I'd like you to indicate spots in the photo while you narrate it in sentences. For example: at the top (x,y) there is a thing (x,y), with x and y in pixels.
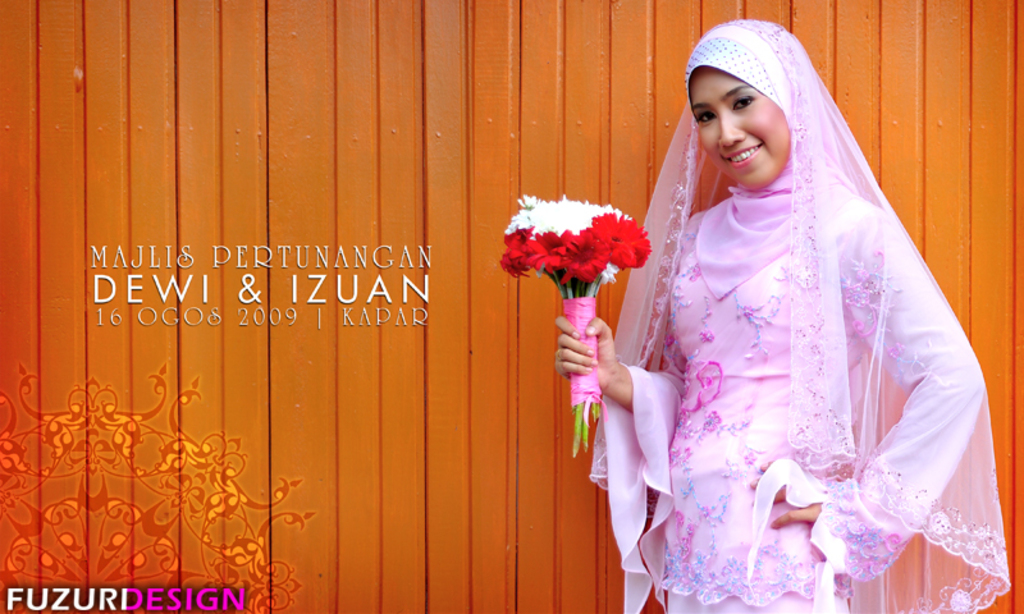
In this image I can see a woman (766,212) wearing a pink color skirt (681,446) and she is smiling and she holding a bunch of flowers (617,230) on her hand (587,353), standing in front of the wooden wall (880,118), on the wall (880,118) I can see a flower design (157,484) and text (303,265).
